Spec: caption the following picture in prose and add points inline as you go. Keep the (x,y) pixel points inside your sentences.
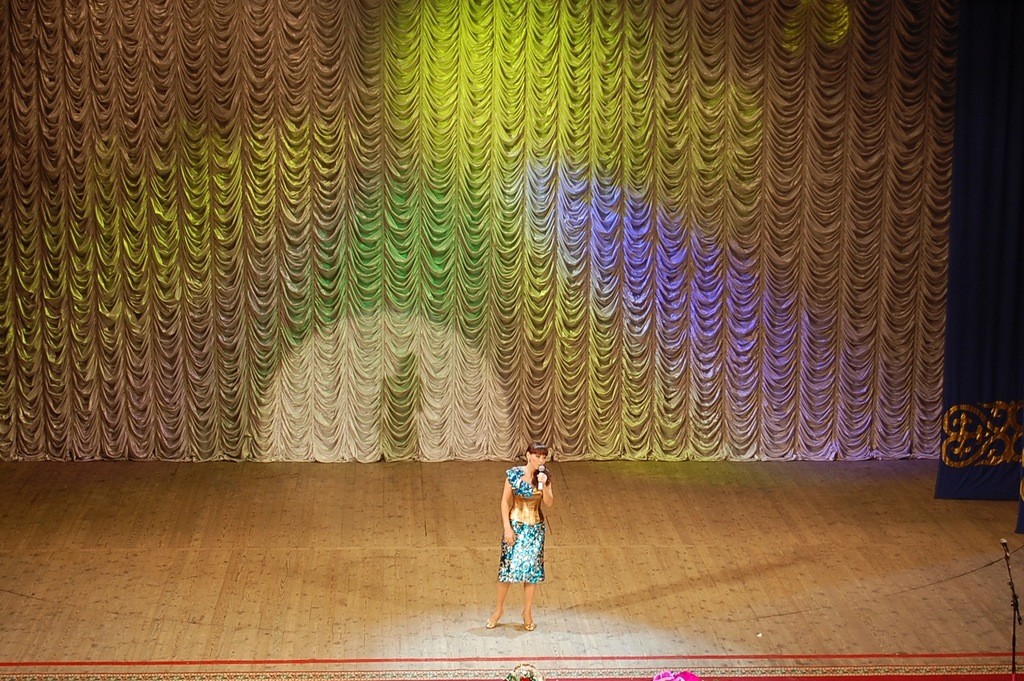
In this image in the center (534,449) there is one woman (533,530) standing and she is holding a mike (540,483). At the bottom (103,598) there is stage (922,583) and in the background (606,286) there is a curtain (648,276), on the right side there is a mike (1002,543).
